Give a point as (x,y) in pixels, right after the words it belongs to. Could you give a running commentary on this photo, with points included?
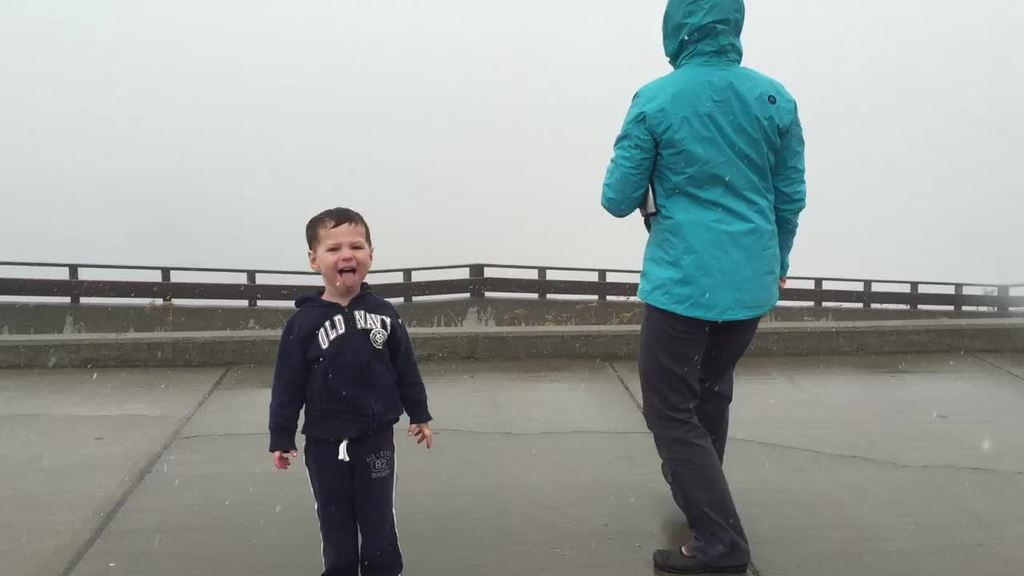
In the image there is a person (667,196) turning towards his back (667,139) and beside him there is a boy (394,318), he standing and giving weird expression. Behind the people (333,313) there is fencing (30,285) and behind the fencing (109,287) there is a sky (889,93).
